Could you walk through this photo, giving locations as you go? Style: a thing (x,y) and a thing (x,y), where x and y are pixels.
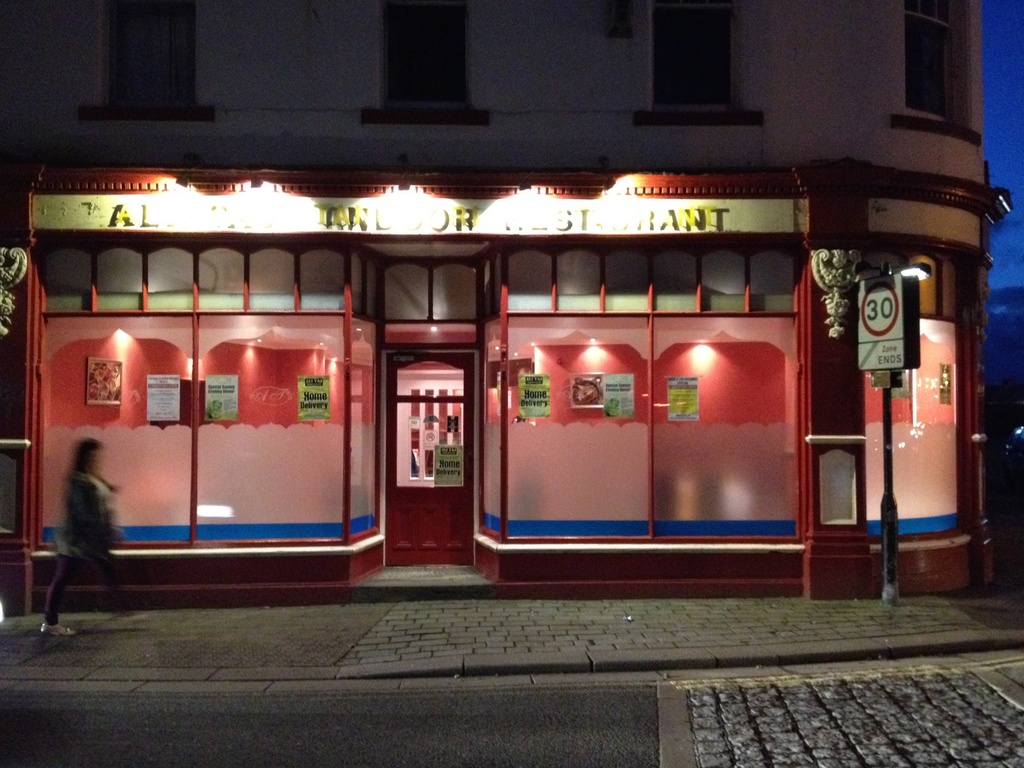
In this image there is a woman (93,547) walking on the pavement (659,612), in front of the woman (84,528) there is a speed limit board (884,367) on the pole (889,515), beside the woman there is a restaurant (218,363) in front of the building (600,117), in the restaurant (411,320) there are glass windows (263,429), on the windows (276,396) there are paper posters (321,396), on top of the restaurant (383,200) there is a name board (488,223), beside the pavement (456,666) there is a road (340,736).
